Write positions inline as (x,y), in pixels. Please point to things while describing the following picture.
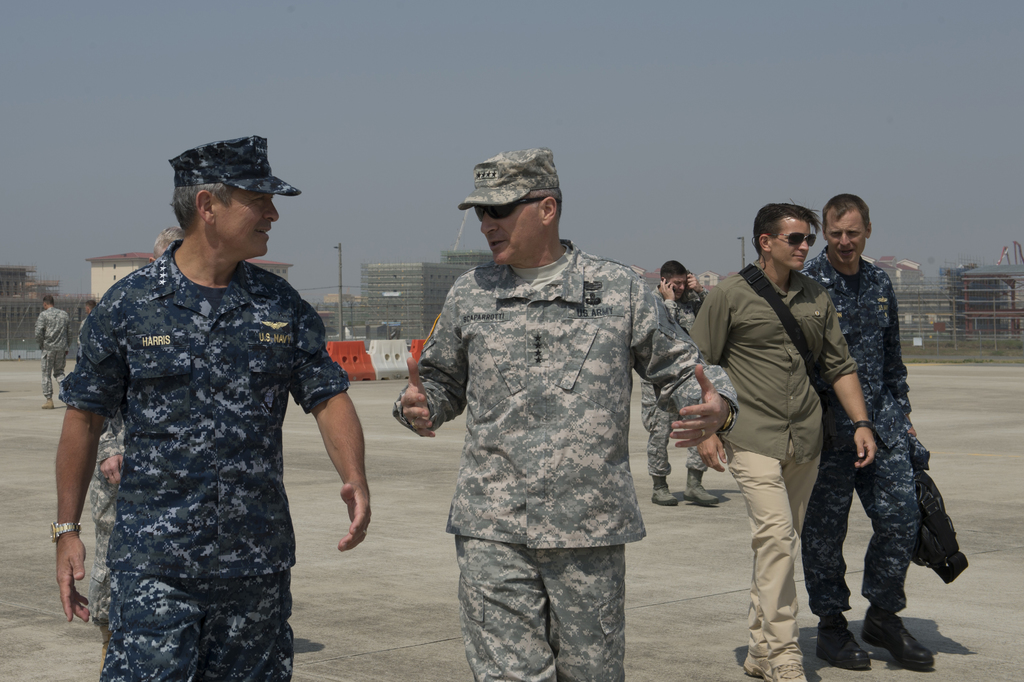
In this image, we can see persons (554,406) wearing clothes (272,552). There are some buildings (393,296) in the middle of the image (431,282). In the background of the image (643,214), there is a sky (349,79).
